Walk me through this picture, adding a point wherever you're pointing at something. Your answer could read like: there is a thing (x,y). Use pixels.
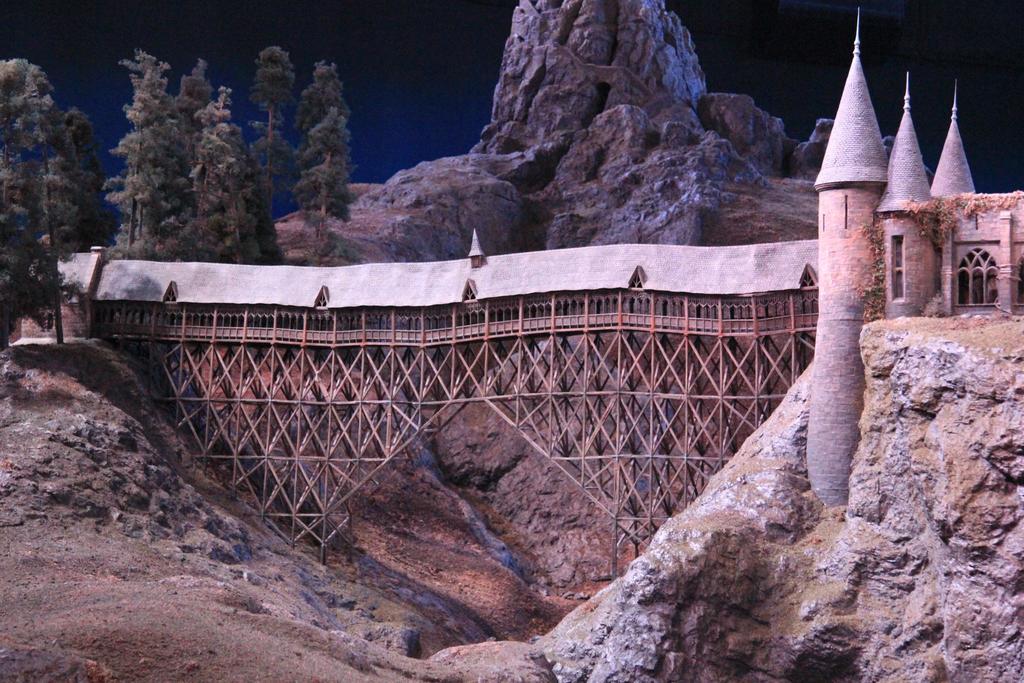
In the center of the image (451,313) there is a bridge (519,315). On the right side of the image (852,258) a fort (896,235) is there. On the left side of the image (217,185) trees (108,195) are there. In the background of the image (660,41) mountains (450,441) are there. At the top of the image (448,53) there is a sky (486,72).
